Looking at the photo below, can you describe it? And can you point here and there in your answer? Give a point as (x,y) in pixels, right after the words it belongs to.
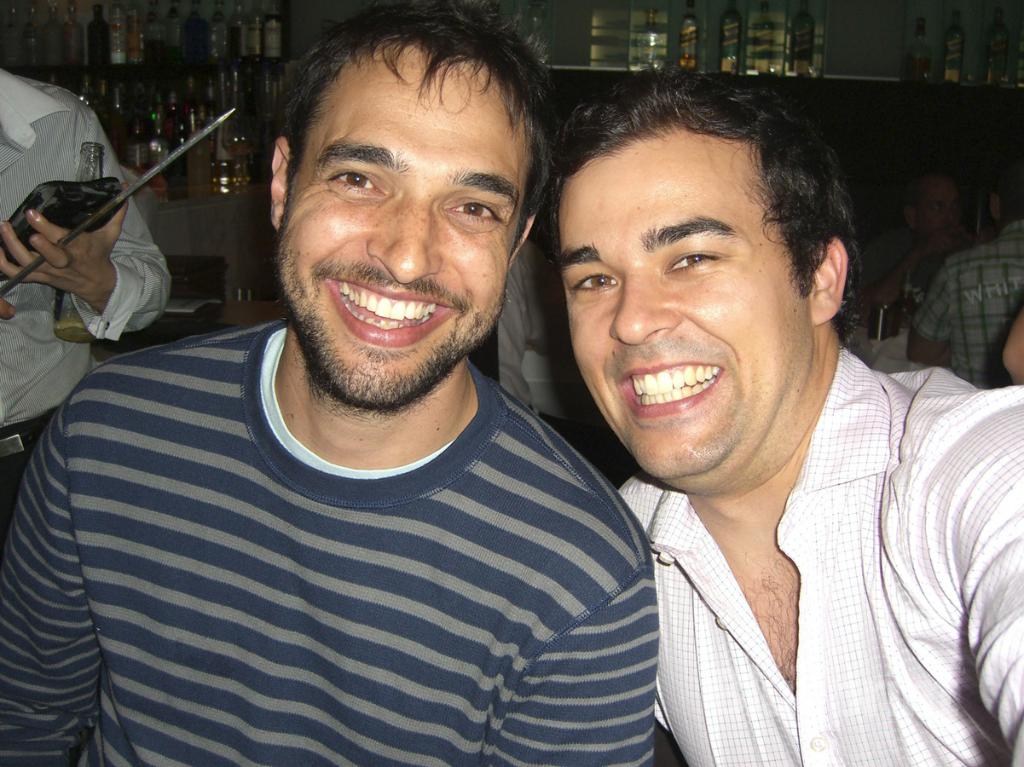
In this image I can see two men (577,562) in the front (502,672) and I can also see smile (372,323) on their faces (672,340). I can see the left one is wearing t shirt (478,610) and the right one is wearing shirt (821,541). In the background (63,397) I can see few more people (1020,293) and number of bottles (962,40). On the left side (27,166) I can see one person (71,145) is holding a bottle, a stick (211,125) and an object (92,184).
